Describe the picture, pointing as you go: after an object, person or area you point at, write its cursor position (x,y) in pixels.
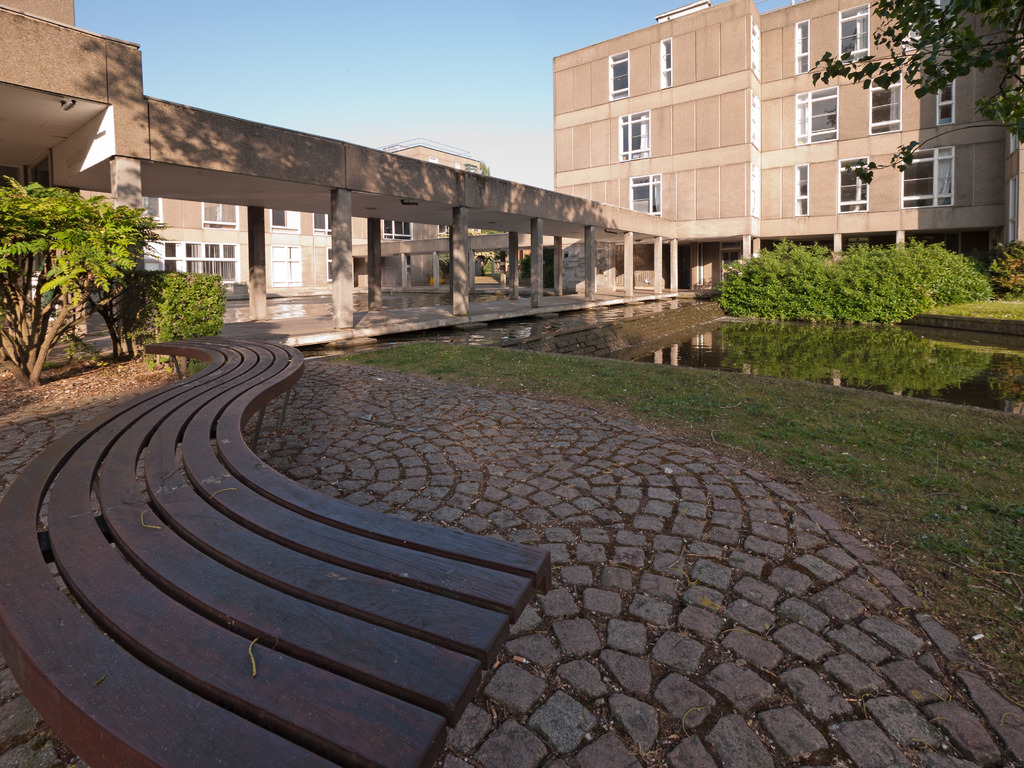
In this image we can see bench (282,491), cobblestones (382,473), there are some plants (65,208), trees (65,208) and water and in the background of the image (354,212) there is building (856,232) and clear sky (433,134).
